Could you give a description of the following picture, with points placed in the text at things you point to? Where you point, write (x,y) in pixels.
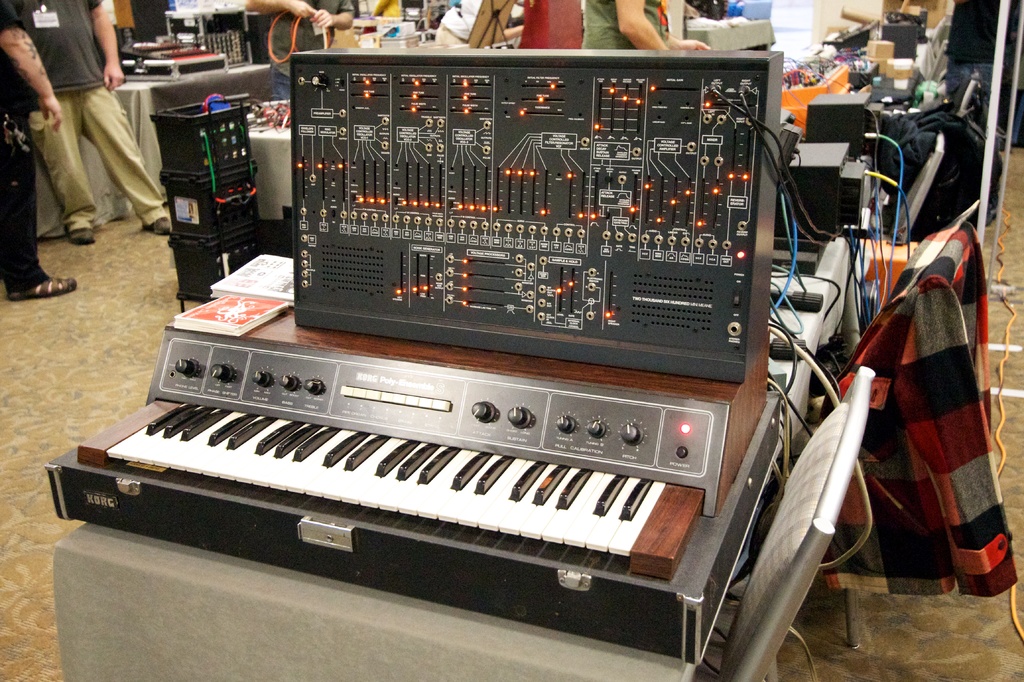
In this image I can see a piano (483,531) on the table (645,659). At the back side (627,31) there are few people (28,60) standing. There are chairs (785,532).
